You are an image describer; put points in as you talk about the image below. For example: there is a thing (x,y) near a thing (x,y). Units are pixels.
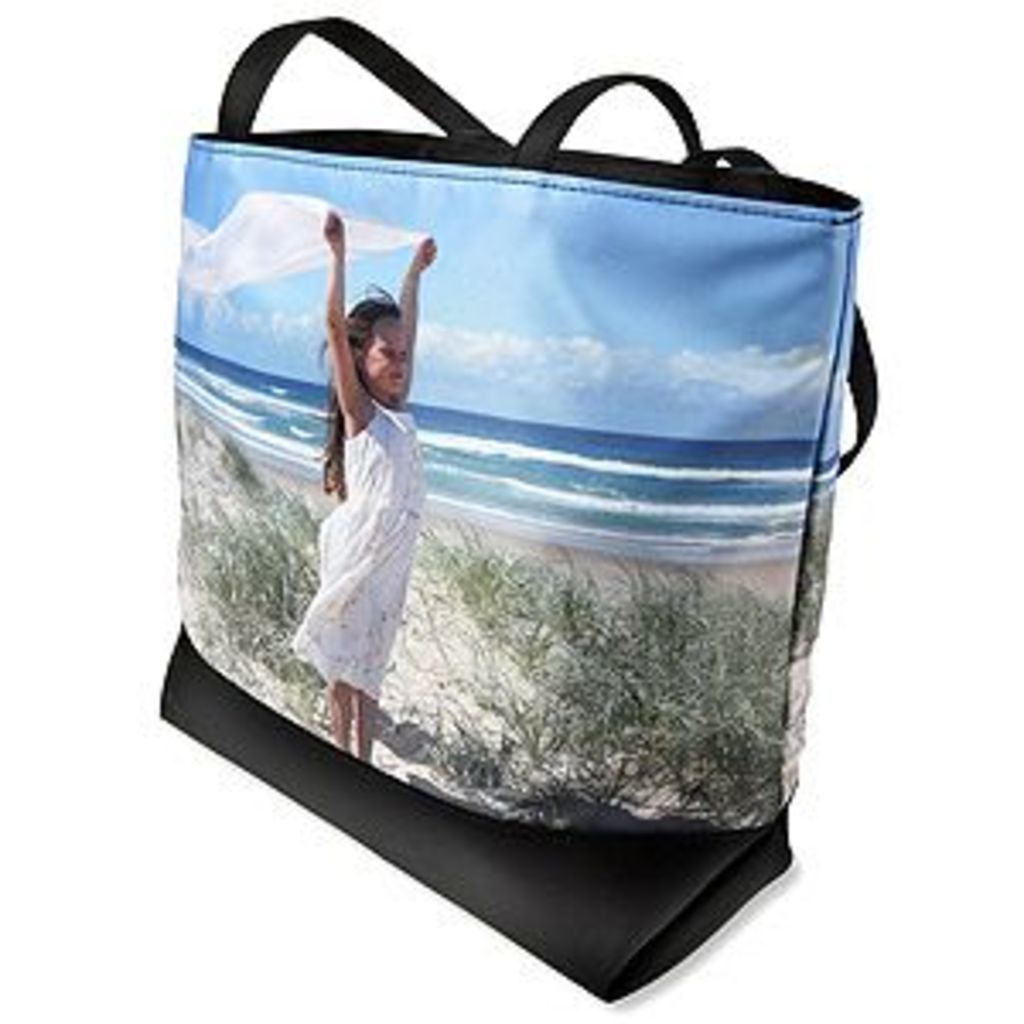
This is a bag (508,392) on which there is a photo (345,515) of a kid (339,414) holding scarf (300,258) in her hands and we can see sky (793,389), clouds (504,345), water (501,459) and plants (520,584) on it.
